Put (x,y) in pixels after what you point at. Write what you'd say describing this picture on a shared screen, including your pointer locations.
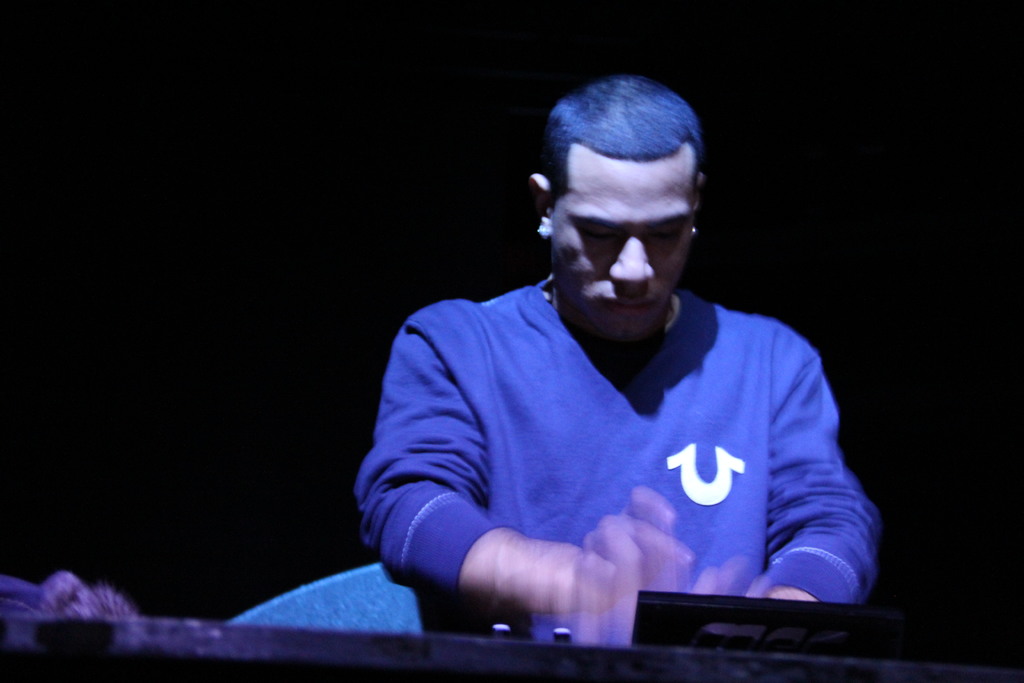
In this image I can see a man (417,371) and I can see he is wearing blue colour dress (556,428). In the front of him I can see a black colour thing (741,612) and I can see this image is little bit in dark.
